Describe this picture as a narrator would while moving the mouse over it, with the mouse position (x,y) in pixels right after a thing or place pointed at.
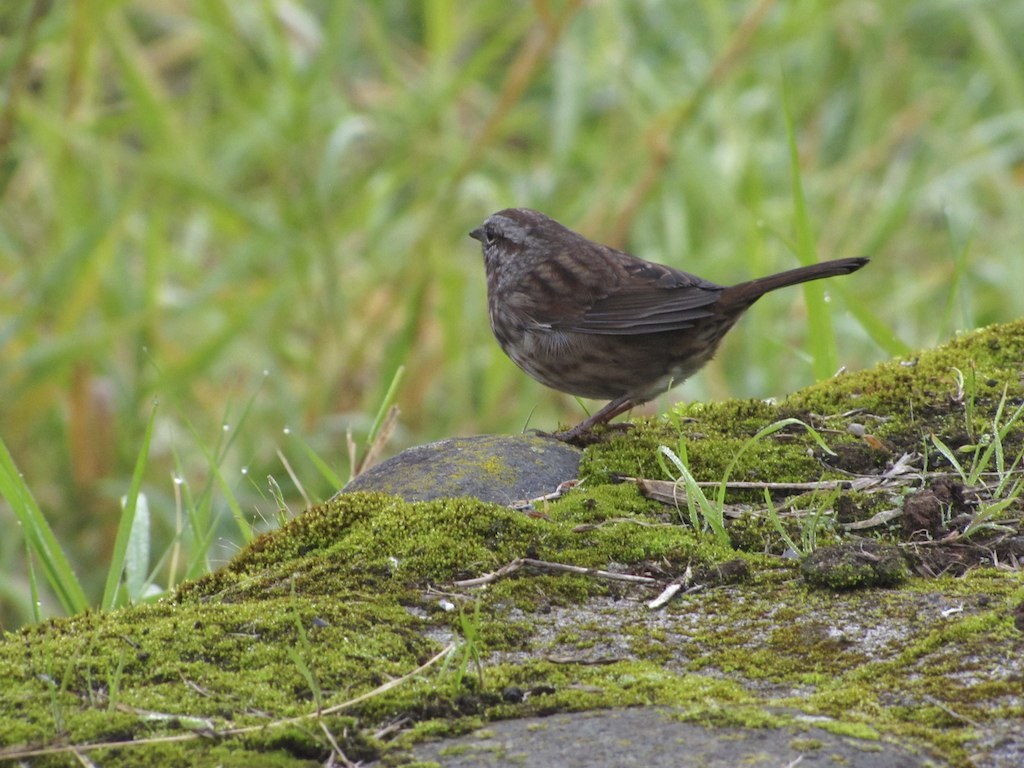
In this image we can see a bird (548,321) on a rock (534,464). On the rock (549,559) we can see the grass (690,498) and moss (366,656). Behind the bird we can see a group of plants (477,370).
